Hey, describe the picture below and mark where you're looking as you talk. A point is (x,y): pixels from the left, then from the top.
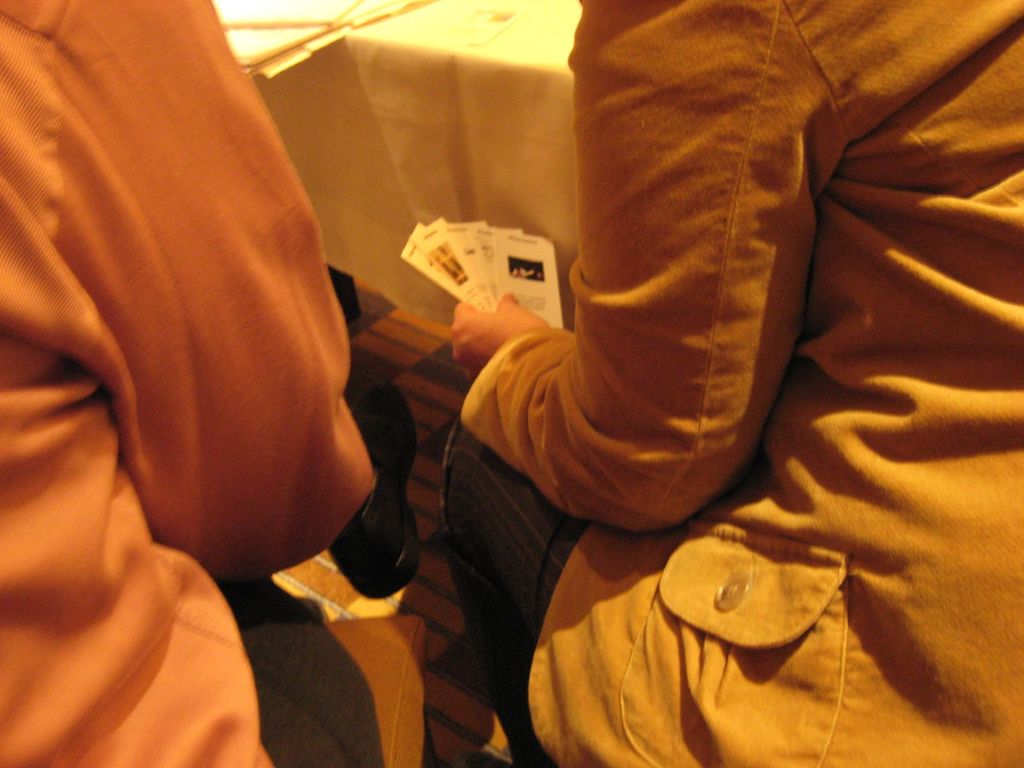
Here I can see two persons (574,493) sitting facing towards the back side (710,80). The person (731,307) who is on the right side (803,392) is holding some cards (491,259) in the hand (516,308). At the top of the image (351,74) there is a table (415,77) which is covered with a cloth (426,127).
